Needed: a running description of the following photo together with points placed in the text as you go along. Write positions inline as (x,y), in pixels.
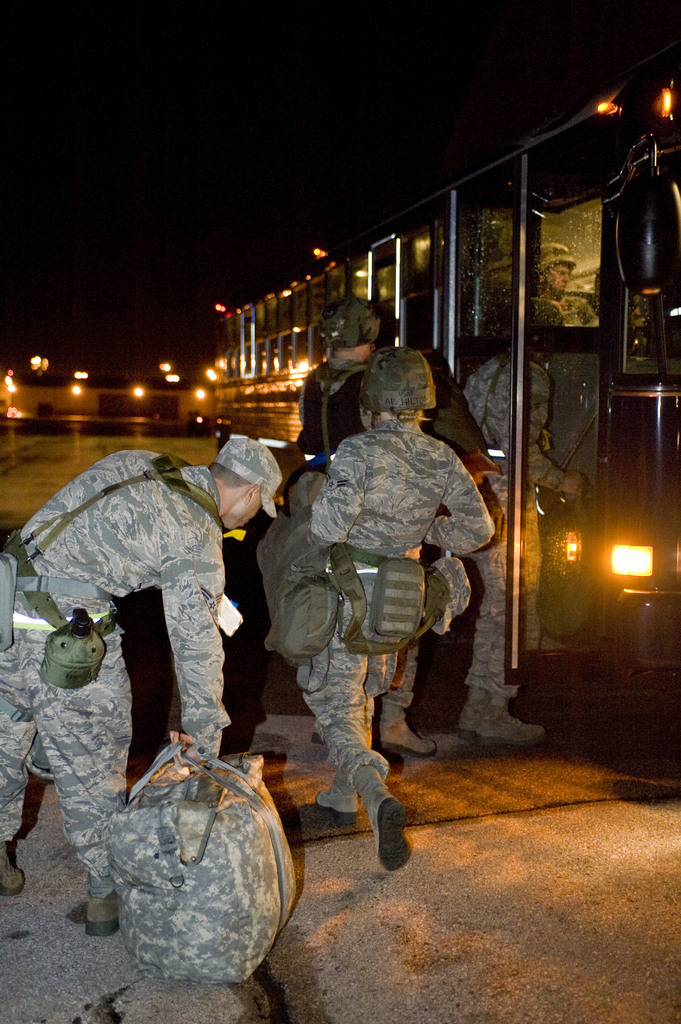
In the picture we can see some army men (339,763) are stepping into the bus (638,361), they are in army uniforms (220,660) and one man (108,924) is lifting a bag (182,933) from the path (74,917) and in the background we can see a house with lights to it.
